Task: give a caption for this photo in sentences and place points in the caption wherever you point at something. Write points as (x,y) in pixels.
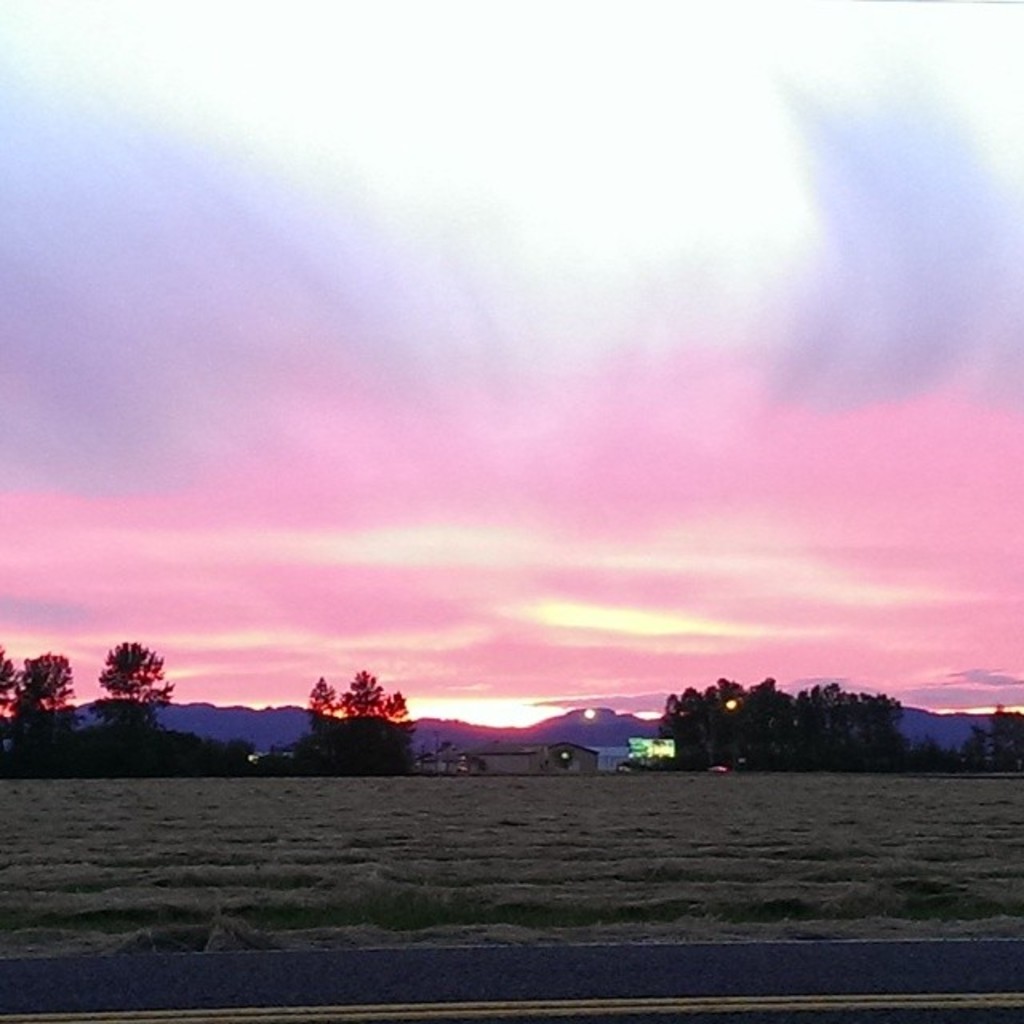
On the bottom (838,1000) we can see road (638,988). On the background (794,715) we can see many trees (862,761), advertisement board (634,753), building (543,764) and mountains (289,718). On the top (668,214) we can see sky (499,383) and clouds (662,240). Here we can see the farmland (547,920).
